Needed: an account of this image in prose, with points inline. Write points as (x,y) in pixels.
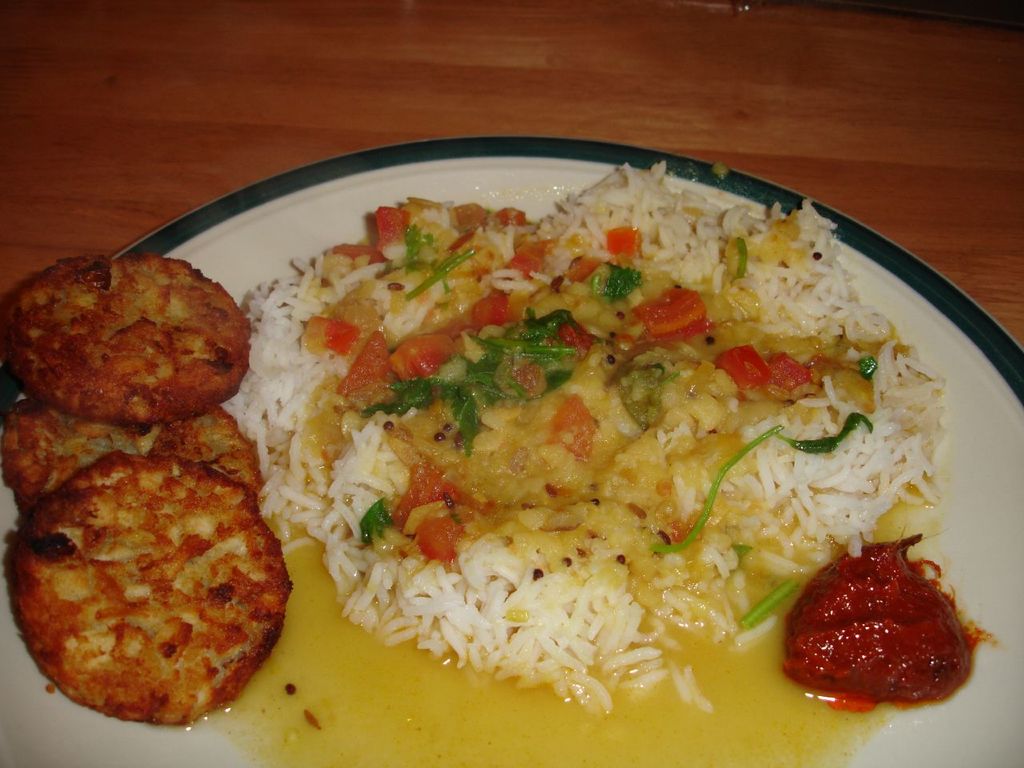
It is the rice (431,590) with curries (533,531), chutney (825,597) in a white color plate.
